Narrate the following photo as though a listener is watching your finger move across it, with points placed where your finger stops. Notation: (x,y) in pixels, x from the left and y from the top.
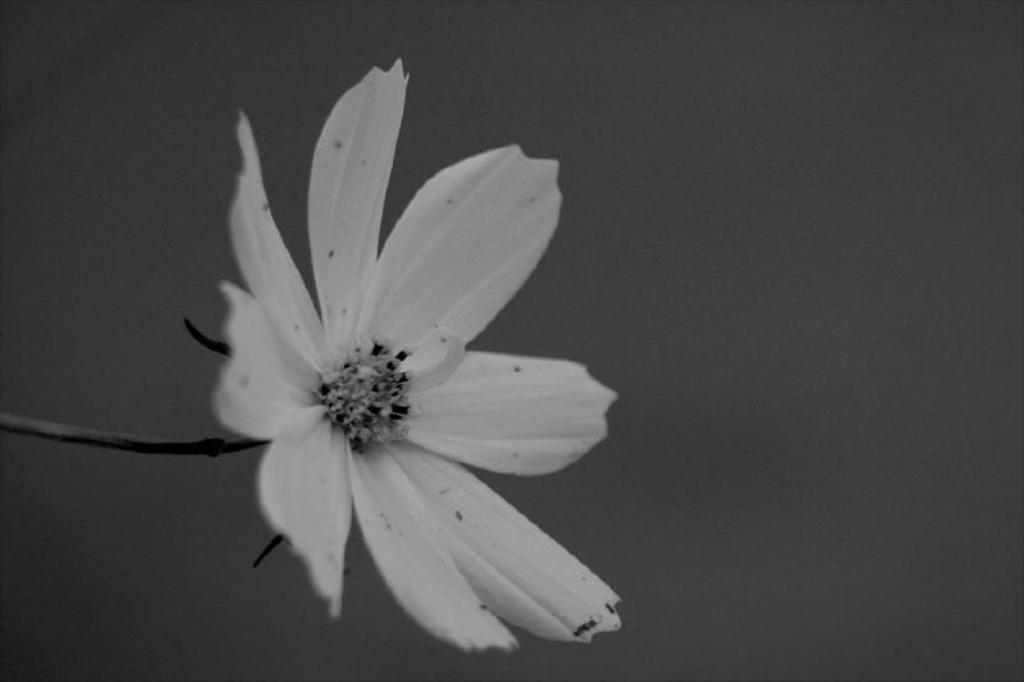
This is black and white image where we can see a flower (310,418) and stem (199,447).
